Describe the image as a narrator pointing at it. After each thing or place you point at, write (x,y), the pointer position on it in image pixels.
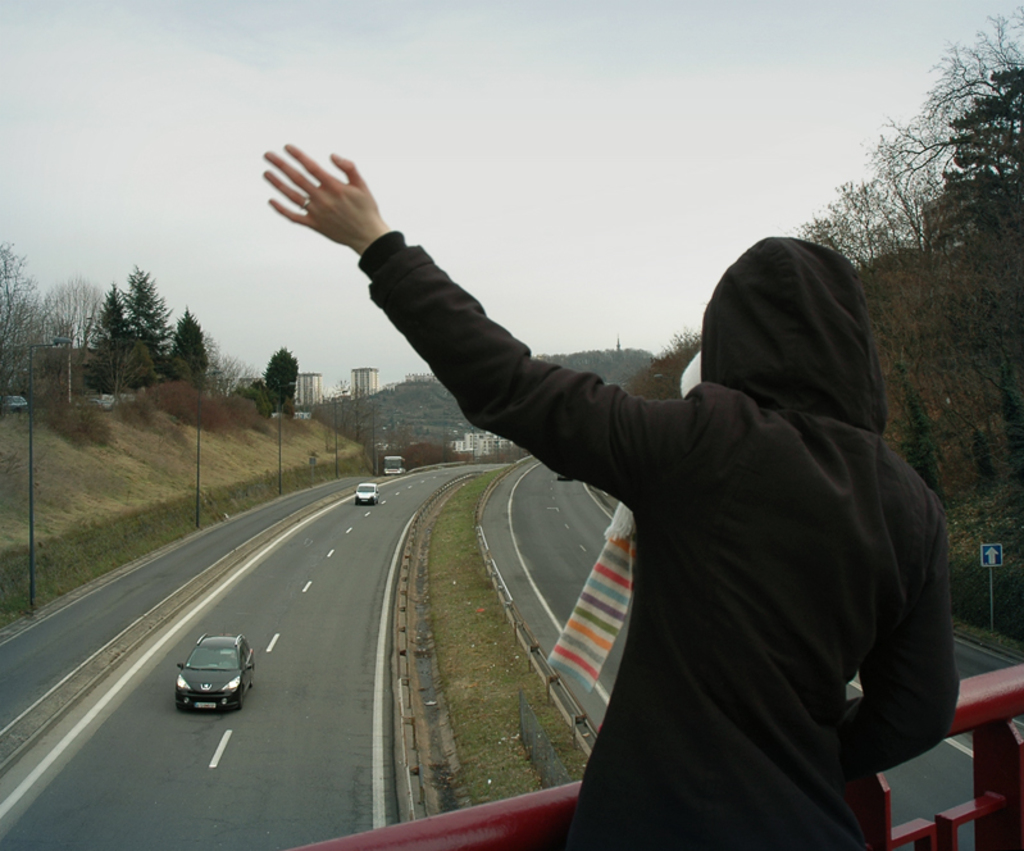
On the right side of the image (742,469) we can see a person (772,489), in front of the person (737,471) we can find few metal rods (541,797) and vehicles (202,709) on the road (186,640), in the background (391,426) we can find few poles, trees (287,378) and buildings (299,382), and also we can see a sign board (986,555) on the right side of the image (988,560).
